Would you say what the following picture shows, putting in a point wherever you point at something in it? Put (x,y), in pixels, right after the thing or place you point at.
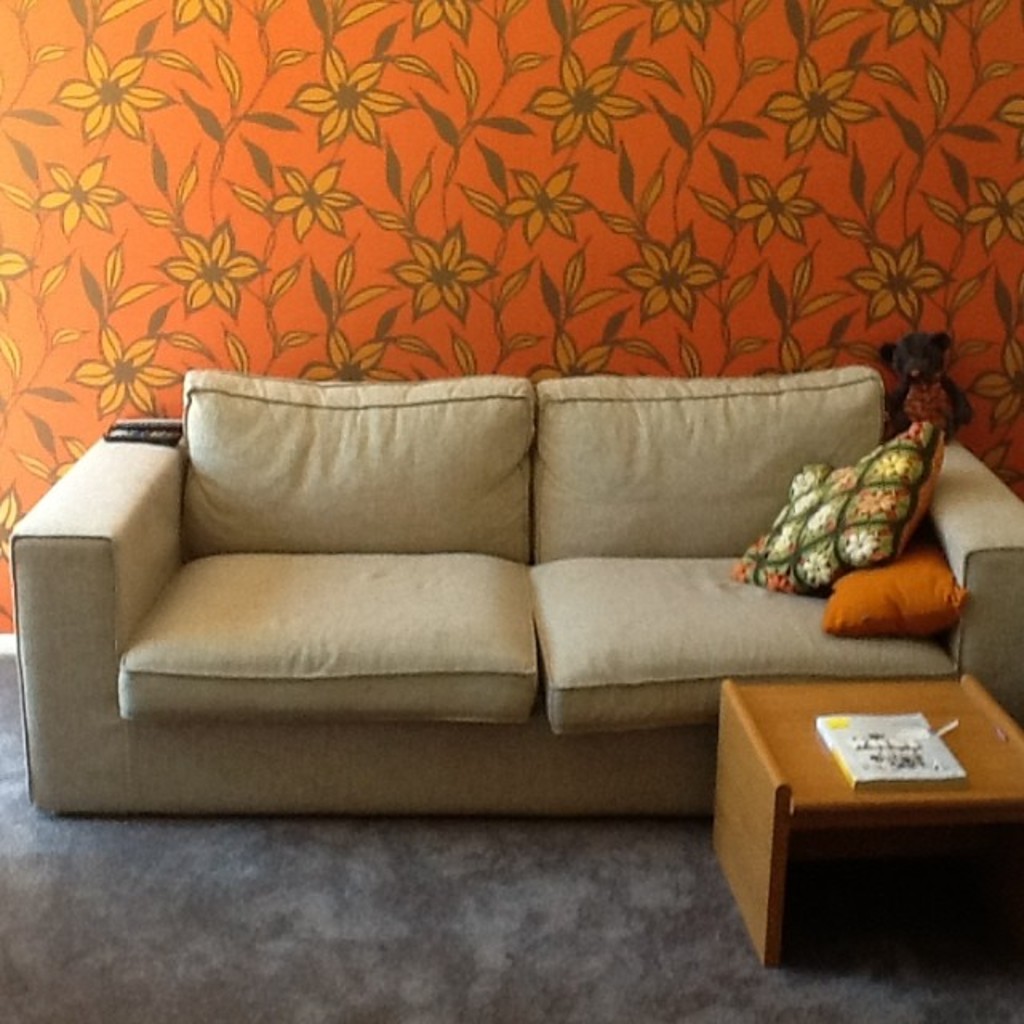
As we can see in the image there is a wall (252,124), sofa (422,454) and pillows (880,569).
